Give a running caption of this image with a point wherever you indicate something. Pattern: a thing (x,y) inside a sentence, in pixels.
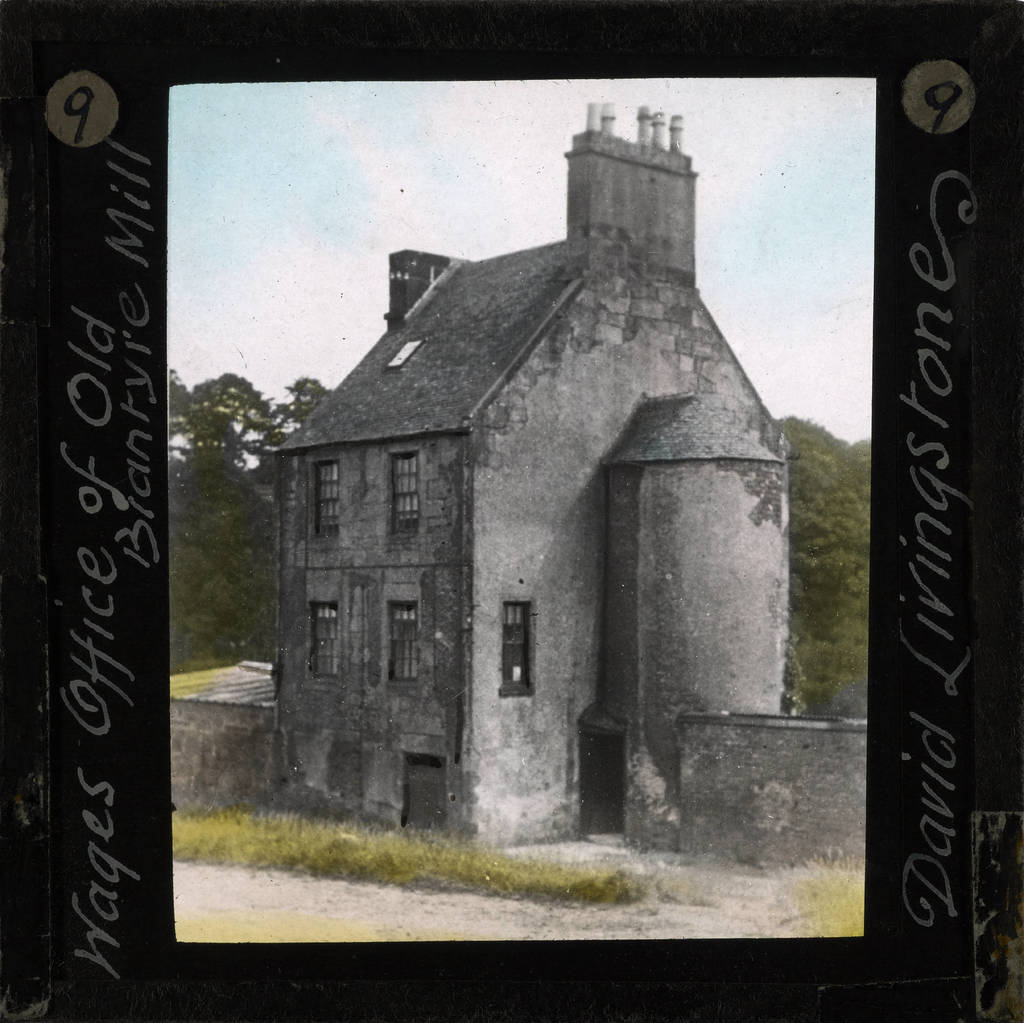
In the image there is a frame (41,94). Inside the frame (355,950) there is a building (496,402) with walls (450,481), windows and roofs (534,288). In front of the building (283,772) on the road (531,930) there is grass (274,841). And behind the building (424,816) there are trees (210,527). And to the top of the image (531,178) there is a sky (371,194).
